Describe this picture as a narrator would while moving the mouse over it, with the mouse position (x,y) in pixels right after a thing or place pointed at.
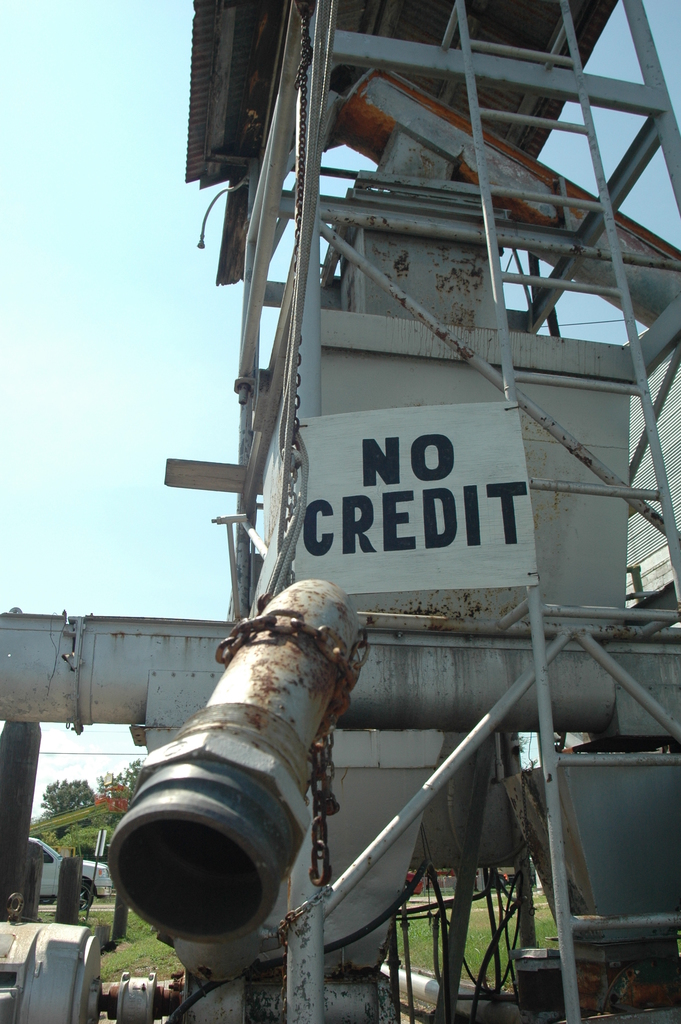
In this image we can see the machinery (328,147) and we can see roof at the top (452,91) and there is a banner (395,434) with some text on it. In the background (89,833), we can see a vehicle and some trees (99,798) and at the top (151,132), we can see the sky (184,140).
